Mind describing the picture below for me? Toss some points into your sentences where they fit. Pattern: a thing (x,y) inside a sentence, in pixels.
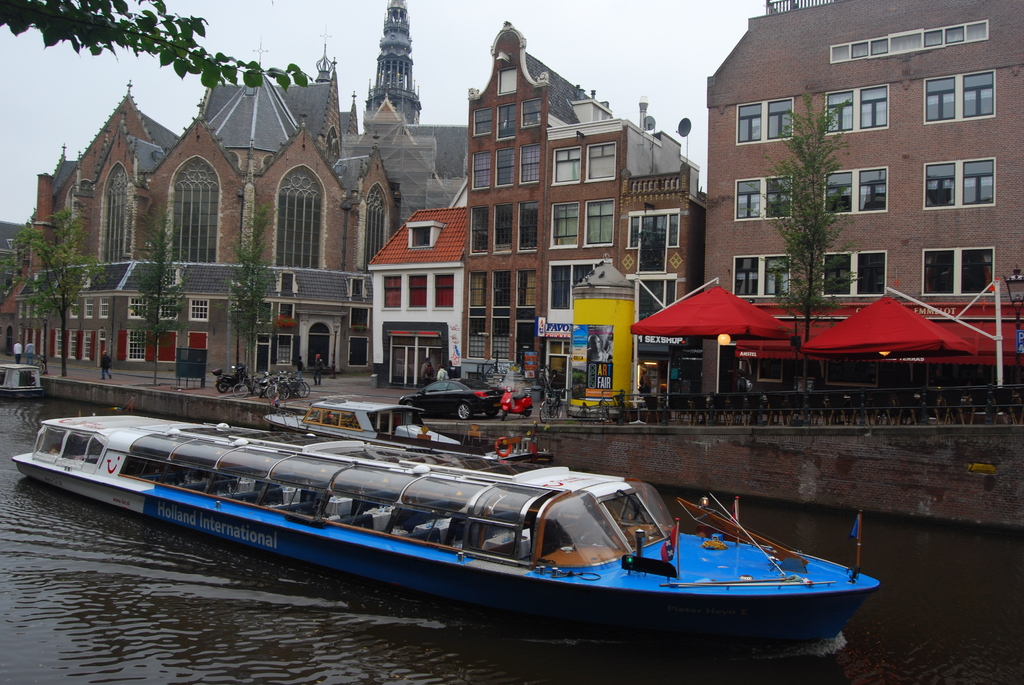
At the bottom (505,485), we see the boats (580,539) sailing on the water (343,607). Beside that, we see the red color tents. Beside that, we see the bikes (225,383), car (493,388) and the bicycles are parked on the road (386,394). Beside that, we see a grey color board (184,358). We see the people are walking on the road (343,376). There are trees (24,236) and the buildings (556,272) in the background (543,214). At the top (428,51), we see the sky (428,51). In the left top (205,75), we see a tree (184,66).
